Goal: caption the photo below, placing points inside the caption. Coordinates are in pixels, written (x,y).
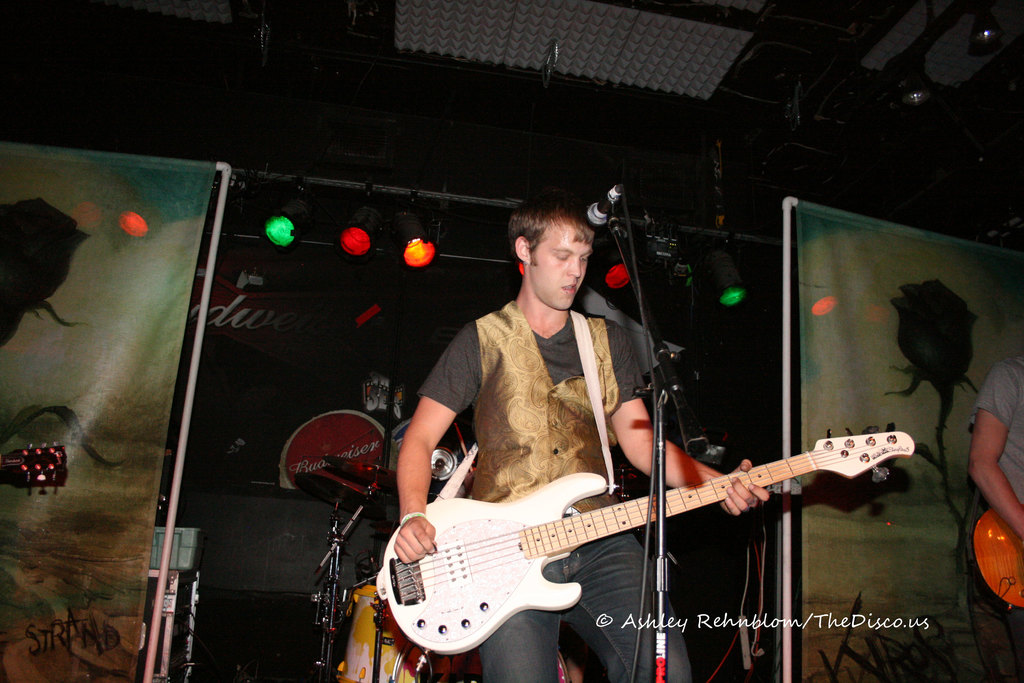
In this image, in the middle (570,418) there is a boy (587,571) standing and he is holding a music instrument (524,547) which is in white color, there is a microphone (663,527) which is in black color, in the right side (1013,517) there is a person (1019,528) standing and he is holding a object (1000,557) which is in orange, in the background (922,434) there is a black color poster (767,344), there are some lights (359,251) which are in red, green and orange color.
